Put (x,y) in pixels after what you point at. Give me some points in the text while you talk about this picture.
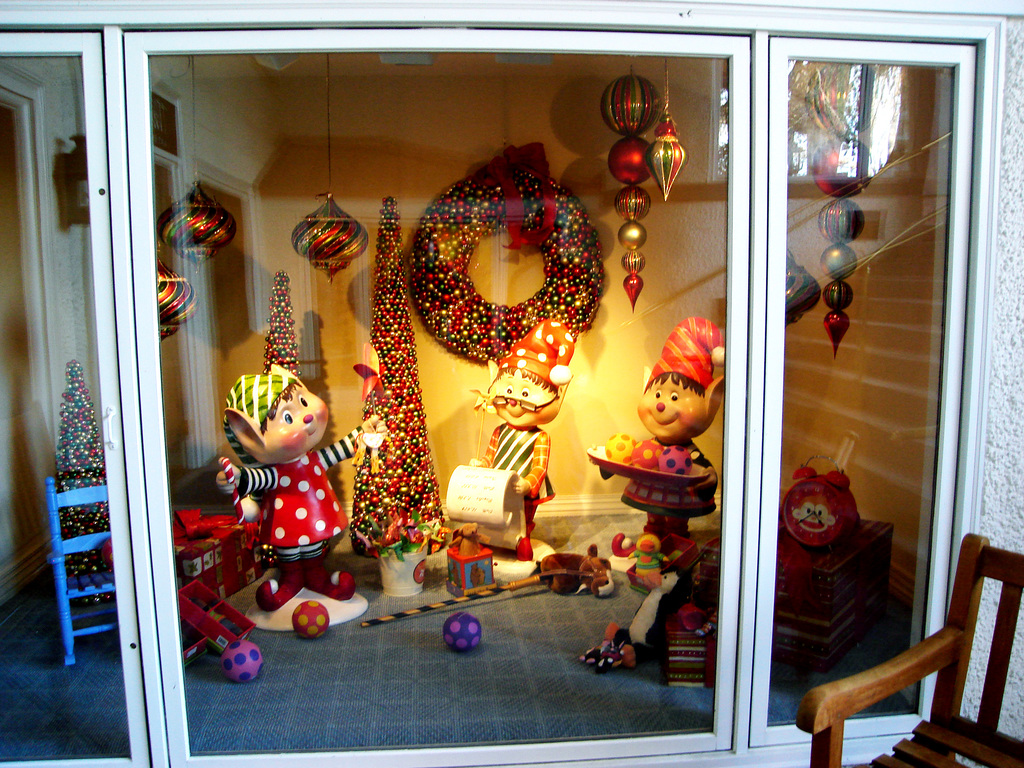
In this image I can see toys (311,521) and they are holding something. We can see trees (388,477), balls (348,235), Christmas tree (388,255), garland (513,175) and some objects (682,613) on the floor (404,688). In front (835,708) I can see glass window (727,570) and wooden chair (995,666).
